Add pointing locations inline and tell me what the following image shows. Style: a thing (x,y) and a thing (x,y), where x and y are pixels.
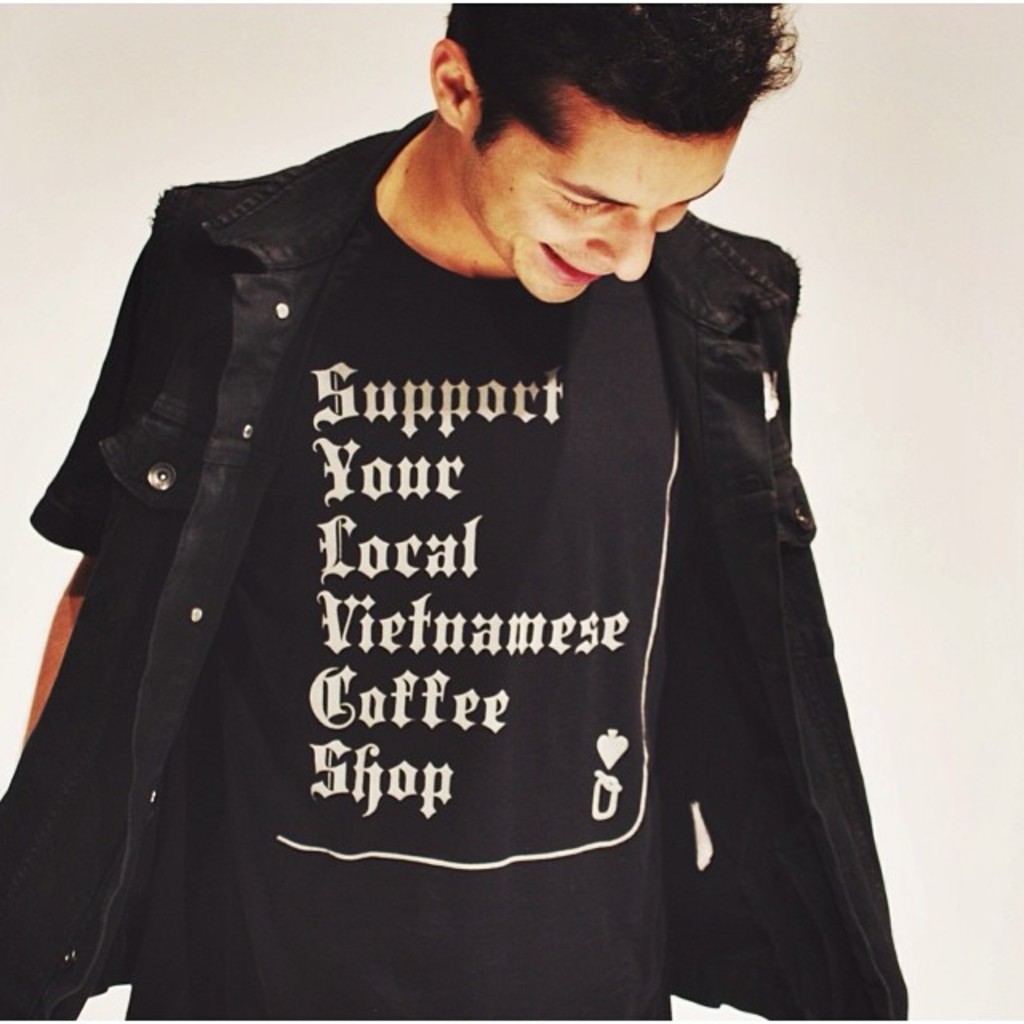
In this picture I can see a man (288,481) standing and a white color background (890,208) and I can see text (402,564) on his t-shirt (511,606).
